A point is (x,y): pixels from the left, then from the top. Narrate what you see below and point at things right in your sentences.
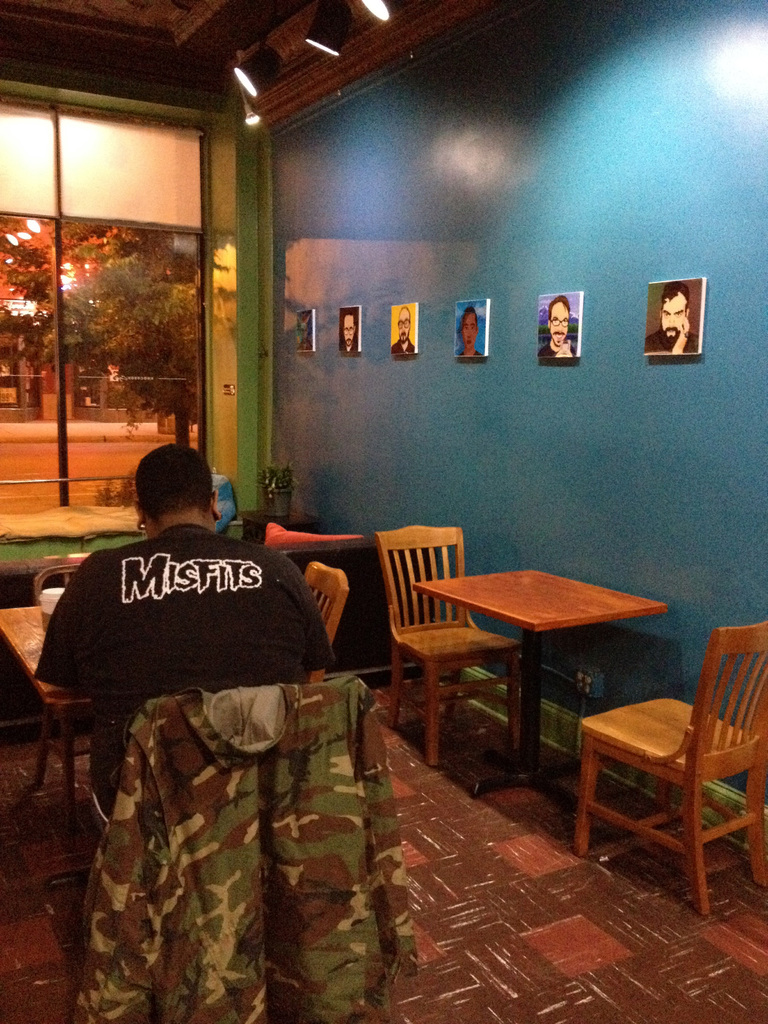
In this image In the middle (260,628) there is a table (27,636) on that there is a cup (47,615), in front of that table (48,683) there is a man (201,676) he wear black t shirt (154,621) he is sitting on the chair (145,853). On the right (553,652) there is a table (529,646) and chairs (474,656) and wall (585,490), photo frame (671,308) and light (329,39). In the background (169,341) there is a window (123,350), glass (131,336), trees (141,322) and road (85,448).
